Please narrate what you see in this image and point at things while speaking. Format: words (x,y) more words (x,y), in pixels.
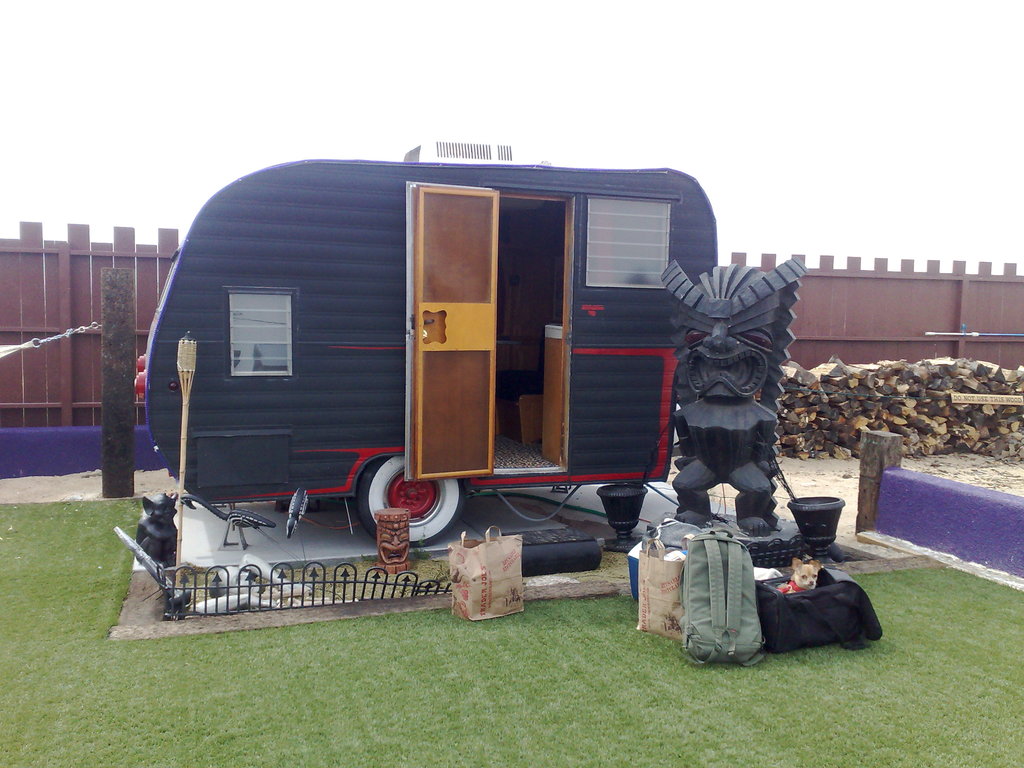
This picture is clicked outside. In the center (353,467) we can see a vehicle (216,441) and a door (442,346) and some other objects (519,376) in the vehicle (517,352) and we can see a sculpture (751,347) and we can see the bags (715,636) and some other objects (170,614) are placed on the ground (551,640) and in the bag (826,592) we can see an animal (809,577) and there are some objects (310,603) placed on the ground (818,742) and we can see the metal rods (313,588), green grass (349,667), wooden objects (896,416) and the metal objects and some other objects (95,422). In the background (629,93) we can see the sky (638,93).
